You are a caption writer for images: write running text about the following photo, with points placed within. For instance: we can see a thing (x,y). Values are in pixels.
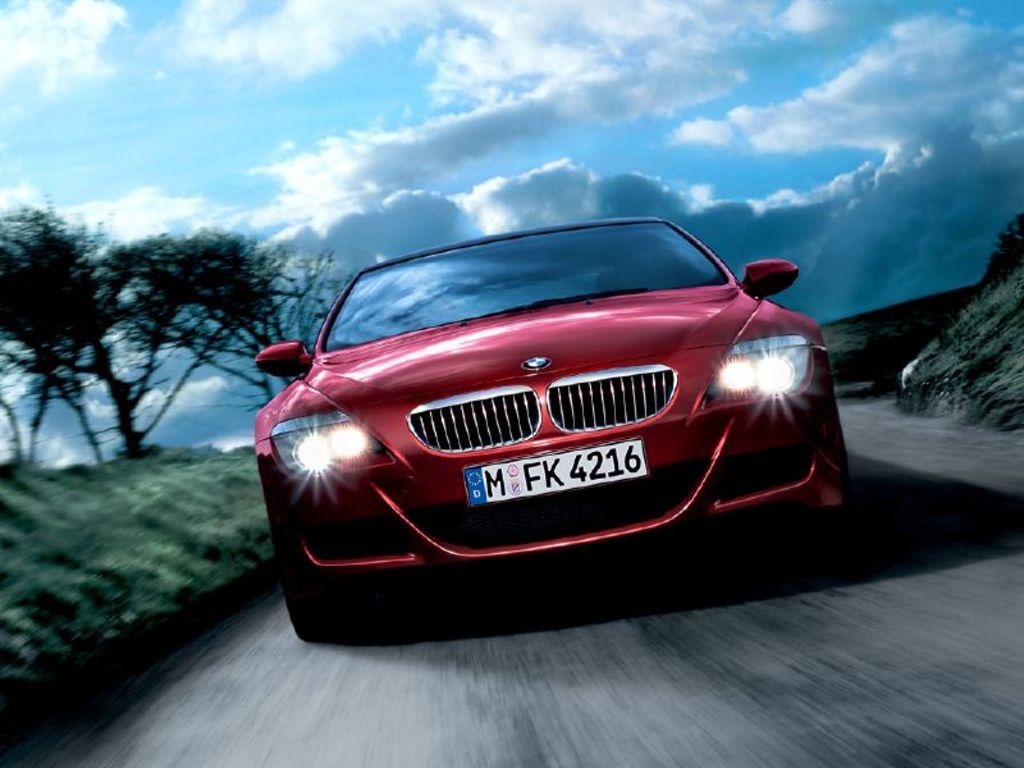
In this image there is a red colour car (532,411) on the road (547,668). On the left side (148,498) there are trees (162,330) on the ground (146,485). At the top (219,124) there is sky (266,94) with the clouds (554,95). There are headlights (749,379) to the car (752,369).
